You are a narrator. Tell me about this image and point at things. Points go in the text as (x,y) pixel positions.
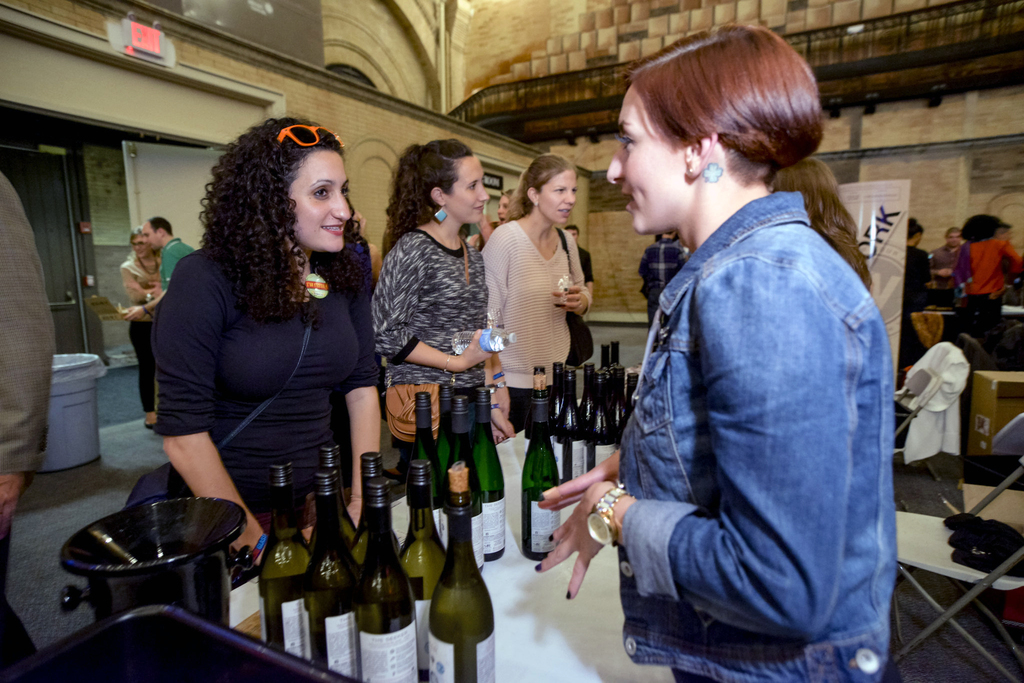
In this picture we can see some persons (685,609) are standing on the floor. This is table (583,605). On the table (559,639) there are bottles (293,636). On the background (367,66) there is a wall (616,217) and this is banner (868,216).
